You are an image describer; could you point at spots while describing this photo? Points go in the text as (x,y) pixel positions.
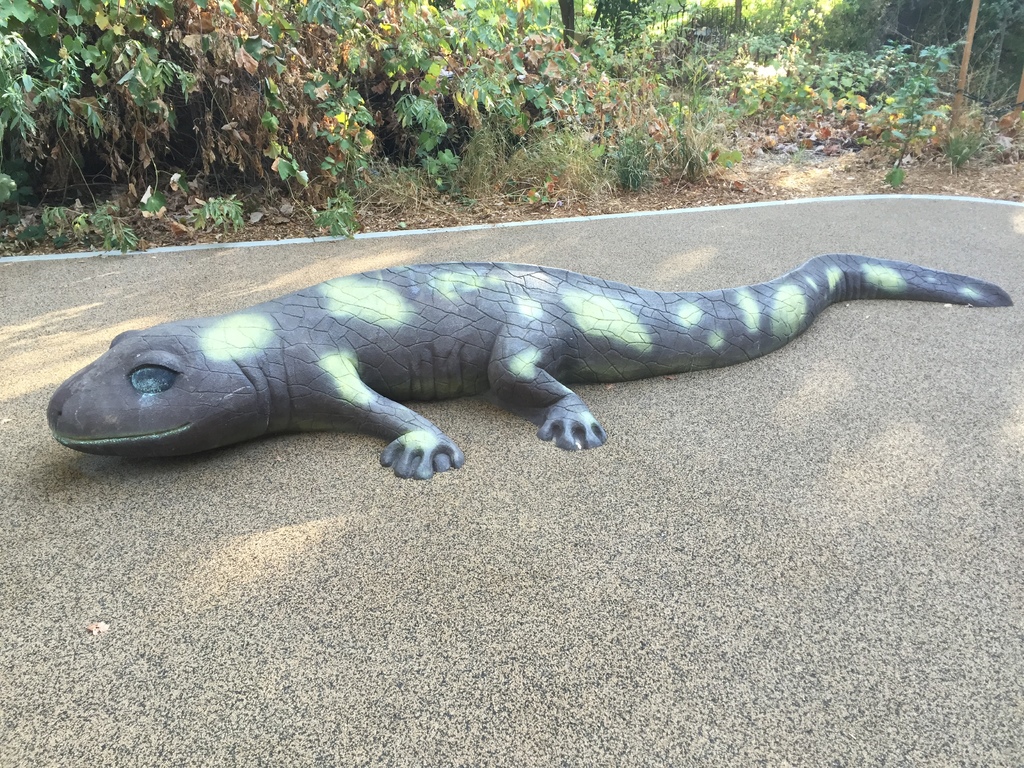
In this picture we can see a reptile toy (628,361) on the road (123,563) and in the background (608,67) we can see plants (348,155) on the ground (767,170).
